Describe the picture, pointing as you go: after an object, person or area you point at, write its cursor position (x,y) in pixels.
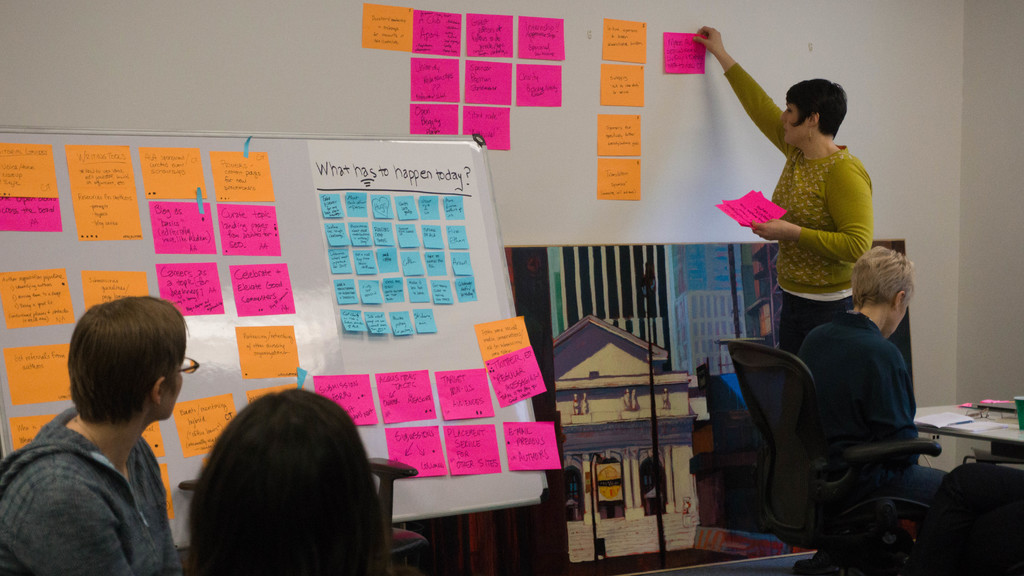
This picture might be taken inside the room (724,416). In this image, on the left corner (328,530), we can see two persons (141,541). On the right side (878,541), we can see a person (910,457) sitting on the chair (928,447) in front of the table (960,434), on that table (1015,440) there are some books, glass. On the right side (838,212), we can also see a woman (838,195) standing and she is also holding paper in her two hands (801,230). In the background (269,320), we can see a white color board (389,338), on that white color board (405,349) there are some papers (241,249) which are in pink, yellow and blue color, we can also see a wall (270,108) which is in white color and a painting (577,332) which is attached to a wall (616,236).
